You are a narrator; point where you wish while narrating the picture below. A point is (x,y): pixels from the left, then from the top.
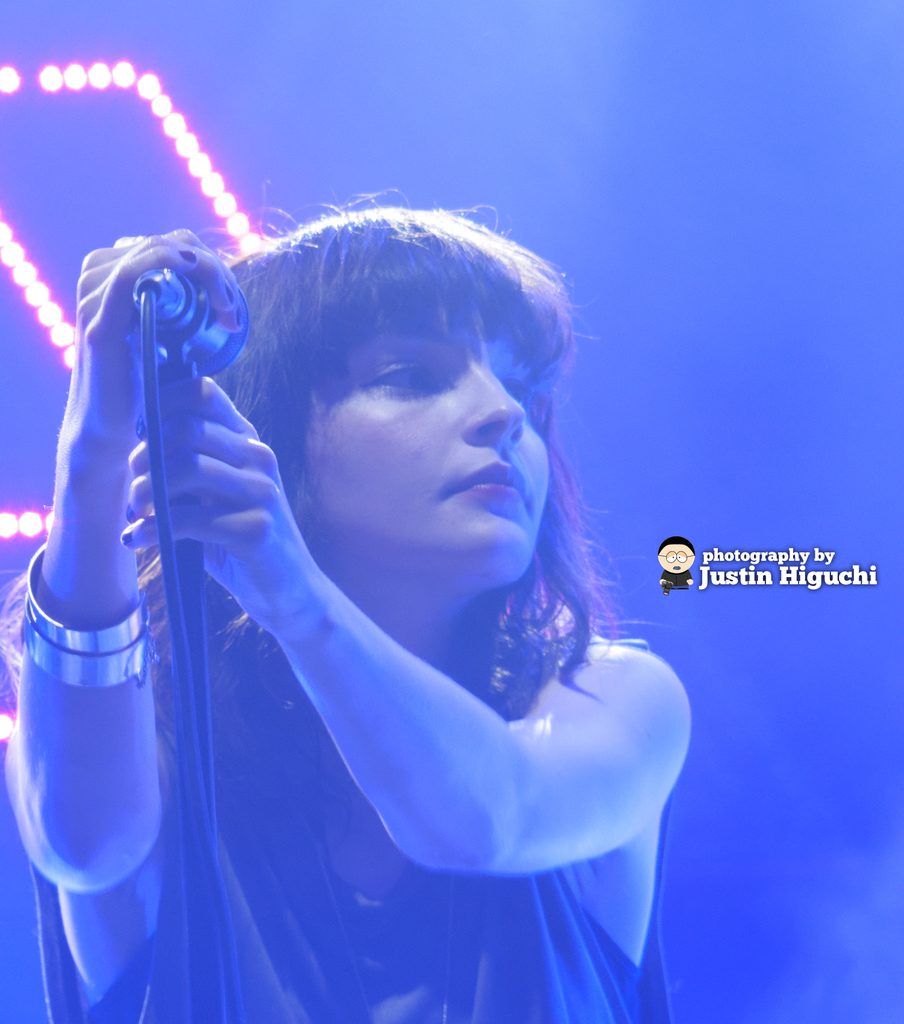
In the middle of the image (504,391) a woman (426,288) is standing and holding a microphone (208,360). Behind her there are some lights (41,82).
